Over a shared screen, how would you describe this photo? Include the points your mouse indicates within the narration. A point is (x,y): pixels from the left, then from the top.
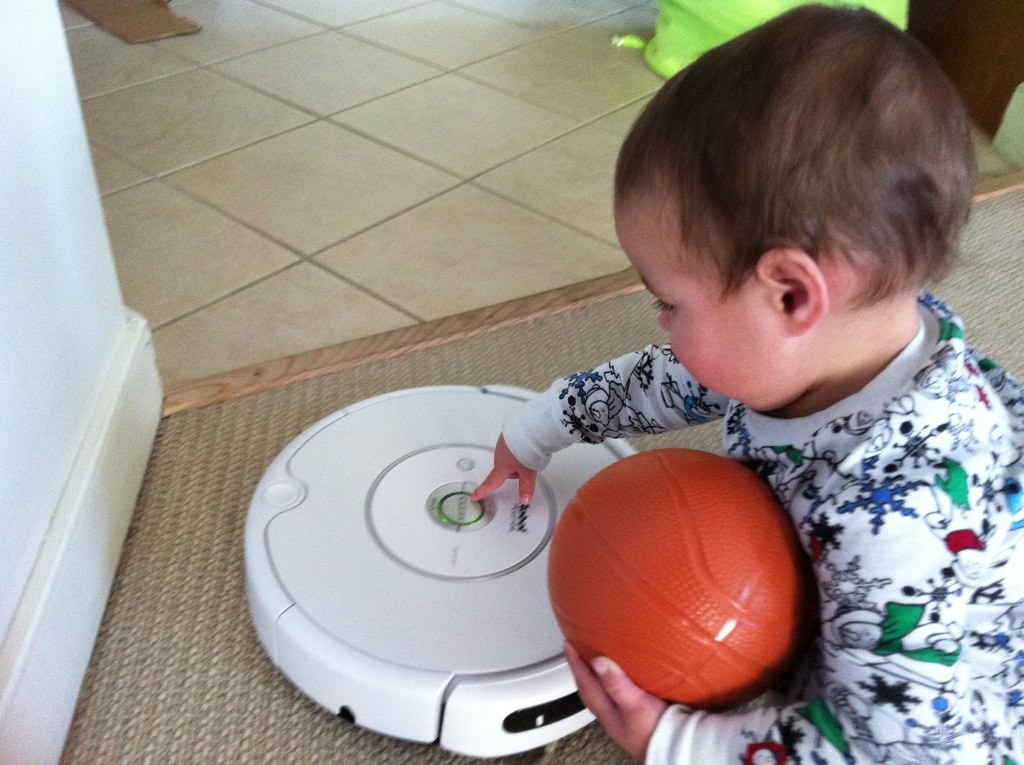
In the given image we can find a boy (827,462) who wants to operate a machine (353,582) he holds a ball (589,577) in his hands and we can see a wall (35,279) and a carpet (132,617).
